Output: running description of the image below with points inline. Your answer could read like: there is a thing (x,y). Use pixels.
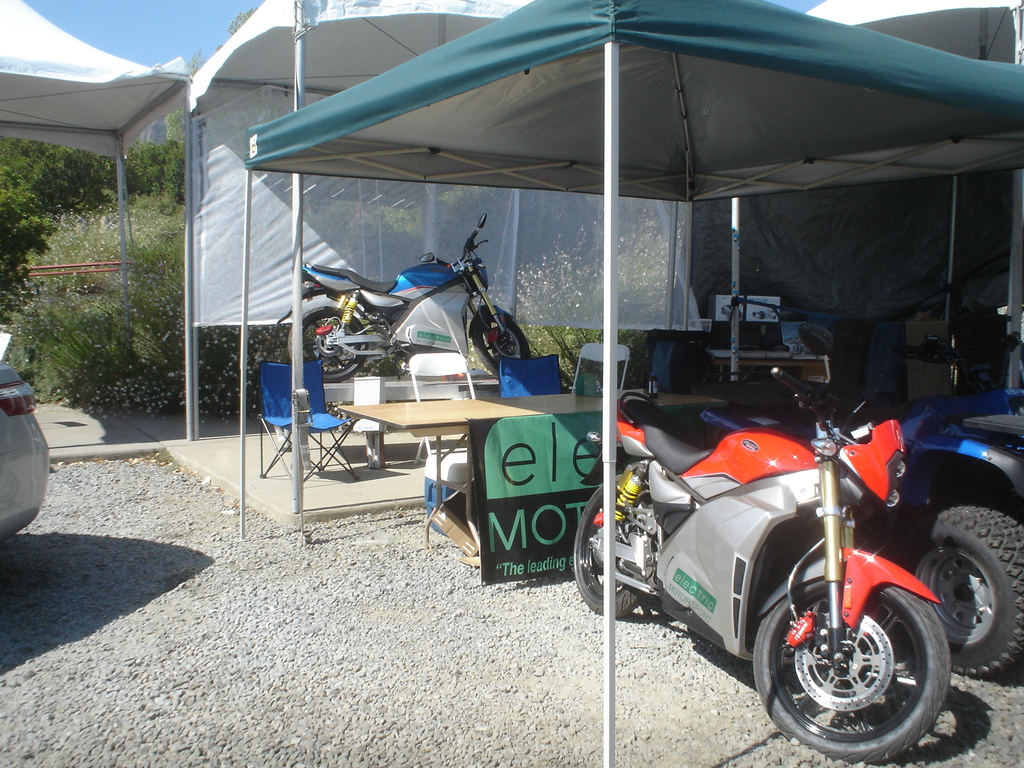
This is a place where we have a shed (589,133) on roof (445,63) green color and under that there is a vehicle (750,541) and a quad (974,492) and also a table (435,407) and chairs (275,387) around the table (461,427). The bike (753,452) is in red color and the quad (972,424) is blue in color and some chairs (469,381) among them are white and the other are in blue color.
